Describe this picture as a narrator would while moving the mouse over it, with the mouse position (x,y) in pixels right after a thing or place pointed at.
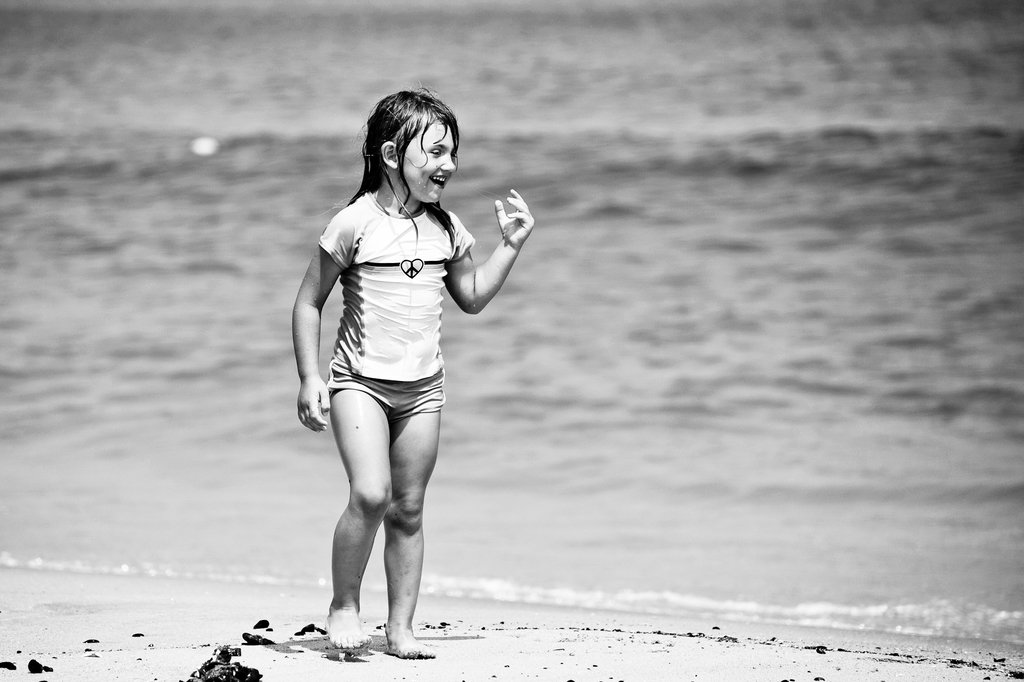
Here in this picture we can see a child (388,321) present in the beach (315,641) over there and we can see she is smiling and behind her we can see water (519,334) present all over there.
